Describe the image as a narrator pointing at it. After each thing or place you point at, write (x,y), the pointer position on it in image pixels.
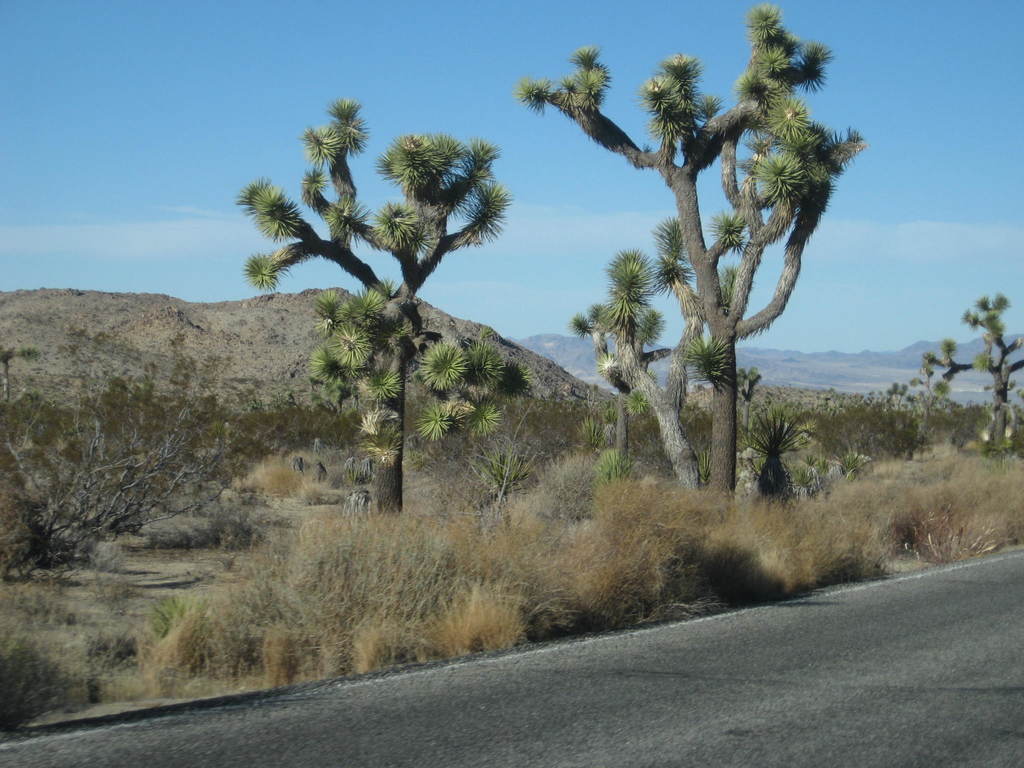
In this picture we can see plants (115,406), grass (282,644), and trees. There is a road (581,671). In the background (384,56) there is sky (966,293).
